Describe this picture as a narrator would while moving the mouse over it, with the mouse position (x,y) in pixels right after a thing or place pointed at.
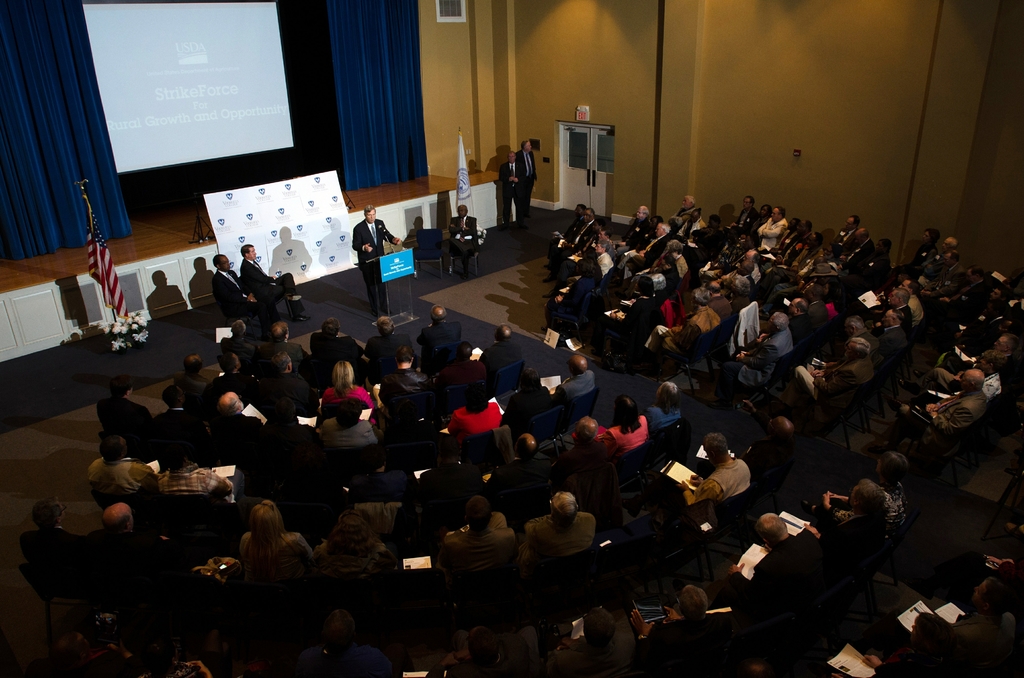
In this image we can see the people (615,450) sitting in chairs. And we can see one person (377,285) standing at the podium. And we can see the screen (220,153), stage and the curtain (91,77). And we can see the flag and the microphone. And we can see the doors (592,172) and the wall (802,216).
